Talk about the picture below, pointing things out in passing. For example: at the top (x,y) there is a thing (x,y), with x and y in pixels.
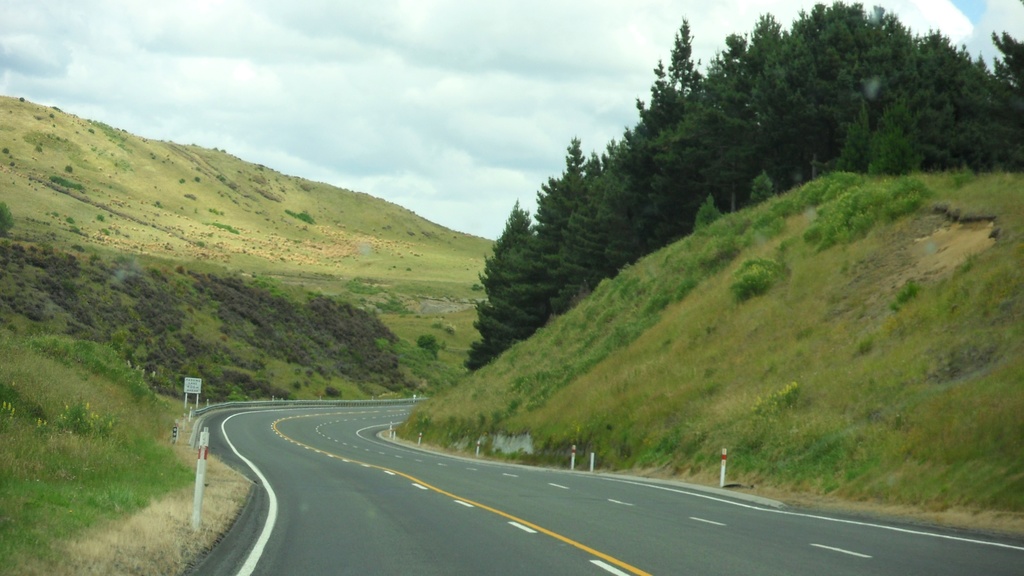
In this image there is a highway (366,436) in the middle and there are hills (321,288) on either side of the highway (374,471). On the hills (153,272) there are trees (655,128). At the top (408,80) there is sky (387,88).
